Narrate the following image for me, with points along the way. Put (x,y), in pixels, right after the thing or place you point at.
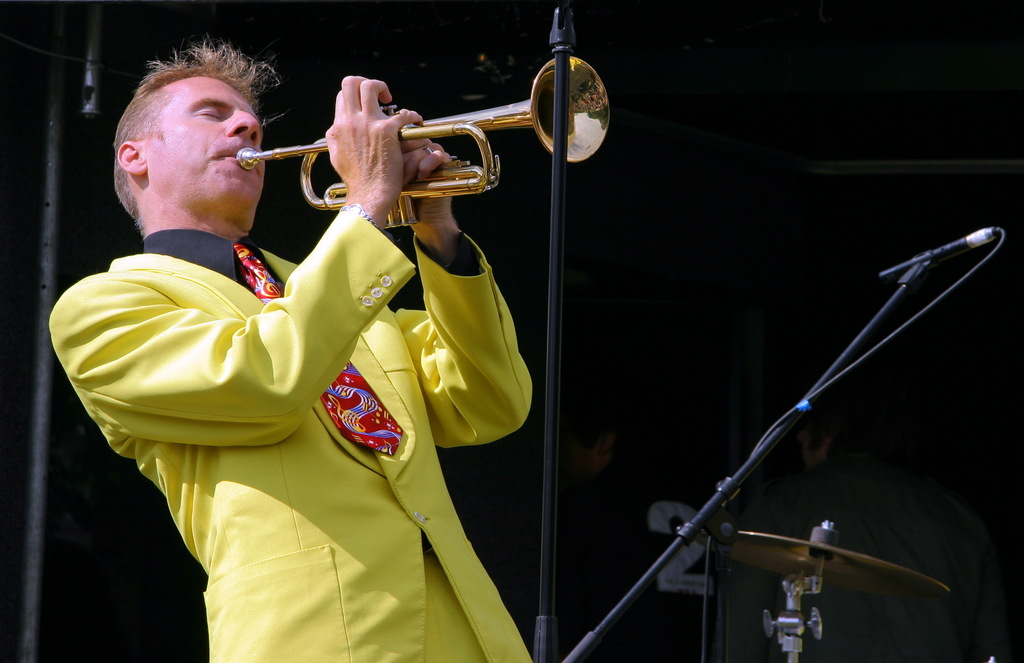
In this picture we can see a man (239,393) is standing and playing a trumpet (444,171), we can see a microphone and a cymbal (829,537) on the right side (905,273), there is a dark background (724,224).
